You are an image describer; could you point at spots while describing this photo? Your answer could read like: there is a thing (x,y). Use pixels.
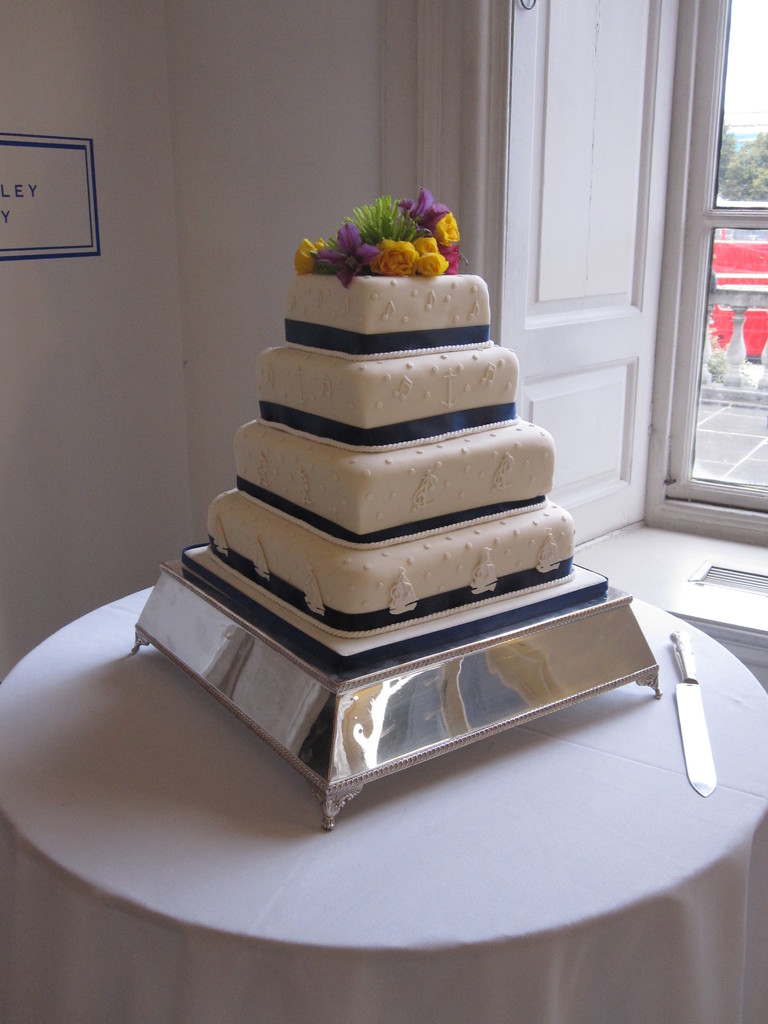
There is a cake (380,480) placed on an object (426,690) which is on the table (339,867) and there is a knife (703,715) beside it.
